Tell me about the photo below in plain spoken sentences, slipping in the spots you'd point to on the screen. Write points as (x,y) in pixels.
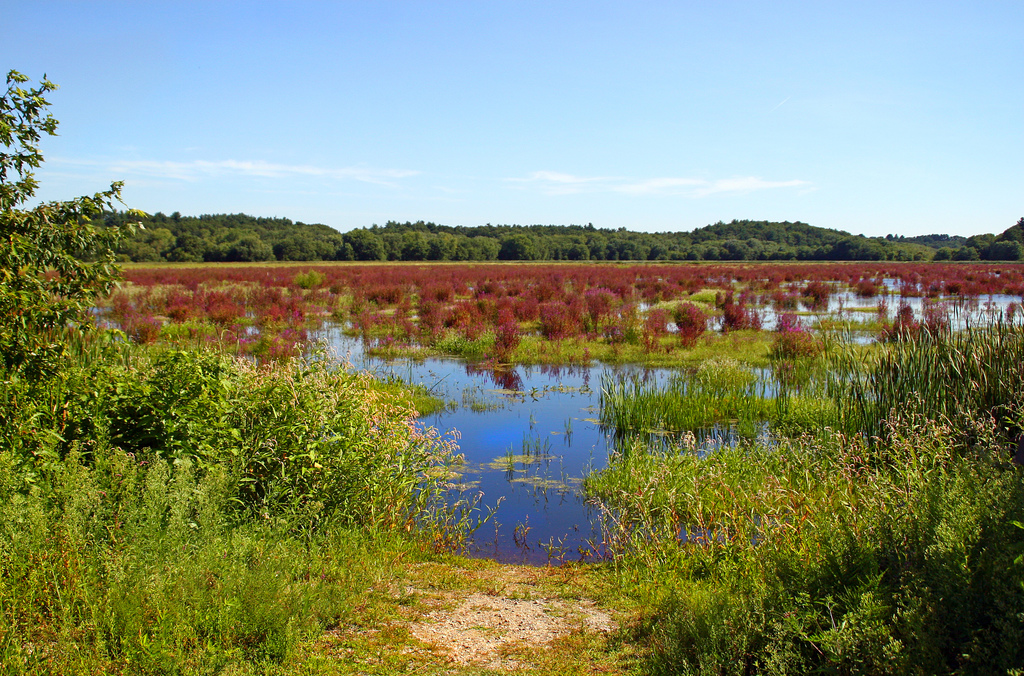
As we can see in the image there are plants (409,521), trees (62,254), water (519,391) and sky (446,56).
